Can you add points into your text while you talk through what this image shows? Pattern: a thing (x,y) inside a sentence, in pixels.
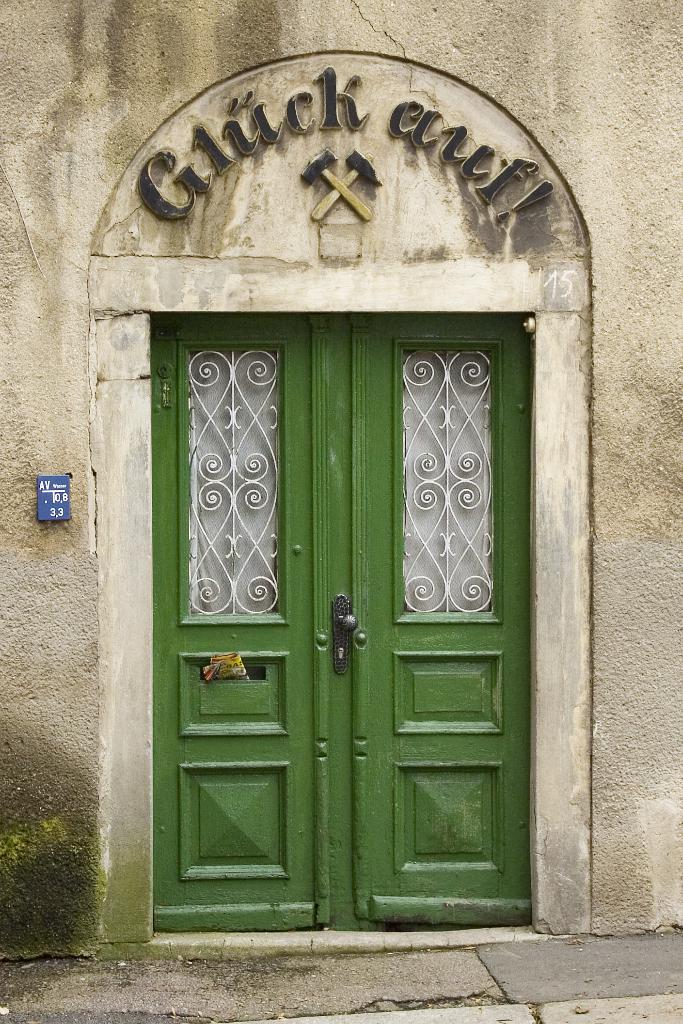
In this image, we can see there is a building (534,251) having a text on the wall (495,41), green color wooden doors (329,345) and a number plate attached to the wall (67,472). In front of this building (617,909), there is a footpath (392,1010).
